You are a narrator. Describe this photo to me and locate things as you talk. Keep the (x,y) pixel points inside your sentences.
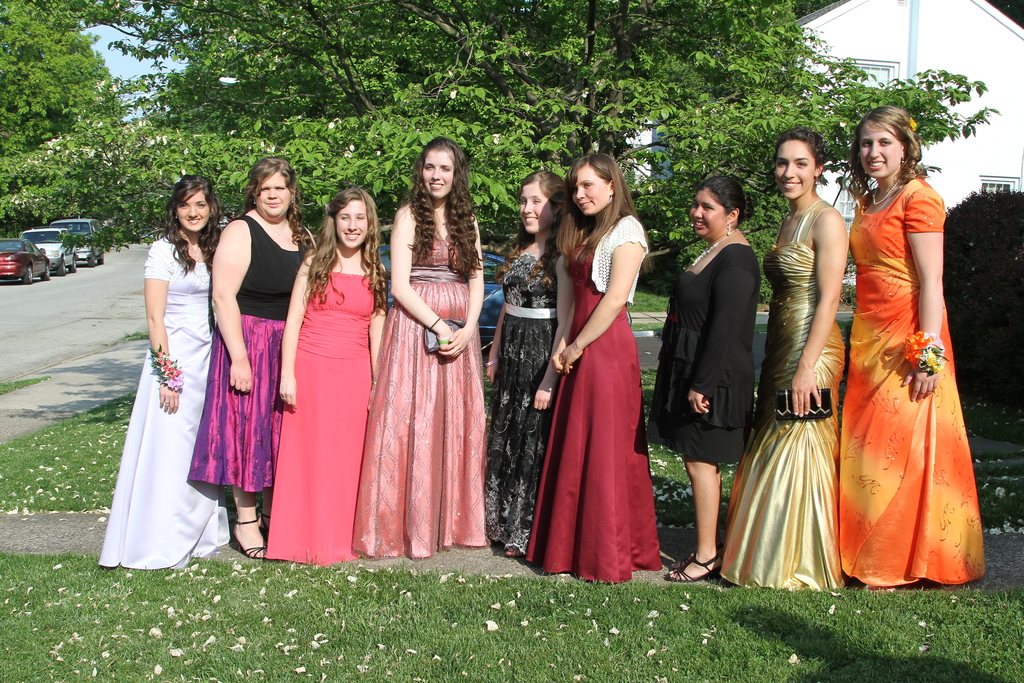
In this image we can able to some ladies (839,268) standing over here, and here this lady (440,327) is holding a purse (433,342), and there are some trees (534,120) over here, there is a house (954,48) here, and we can see three cars (69,261) here, and we can see ground (874,638) here.
